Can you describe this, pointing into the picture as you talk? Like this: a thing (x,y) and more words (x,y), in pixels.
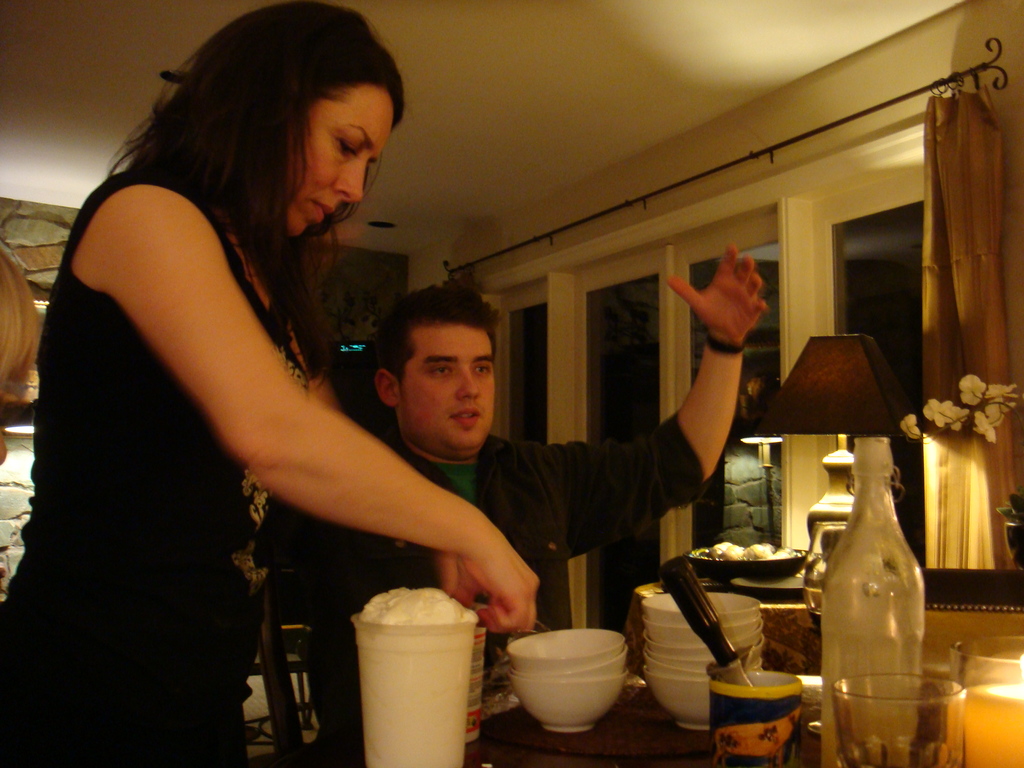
In this image there is a woman (149,326) standing, beside the woman (302,452) there is a man (422,428) sitting on the chair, in front of them on the table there are cups (556,639), glass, a bottle (839,626), beside the table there is a lamp (826,428), behind the lamp (824,408) there are curtains (944,291) on the glass windows (888,252).
